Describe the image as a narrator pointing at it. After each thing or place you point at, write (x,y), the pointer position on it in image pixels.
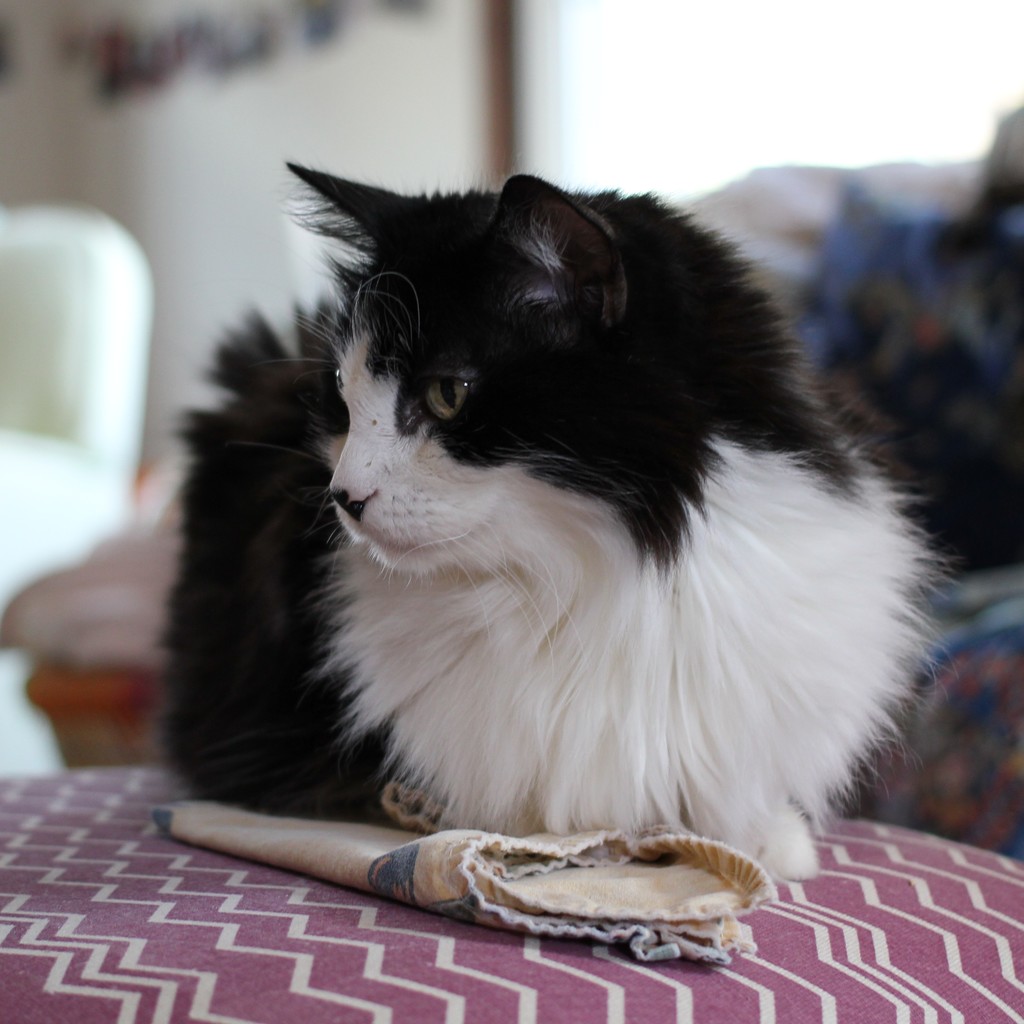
In the center of the image (605,651) we can see a cat (731,737) on the surface (720,999). We can also see a cloth (406,882) beside it. On the backside (770,202) we can see a sofa (806,211) with cushion (1002,357) and a wall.
